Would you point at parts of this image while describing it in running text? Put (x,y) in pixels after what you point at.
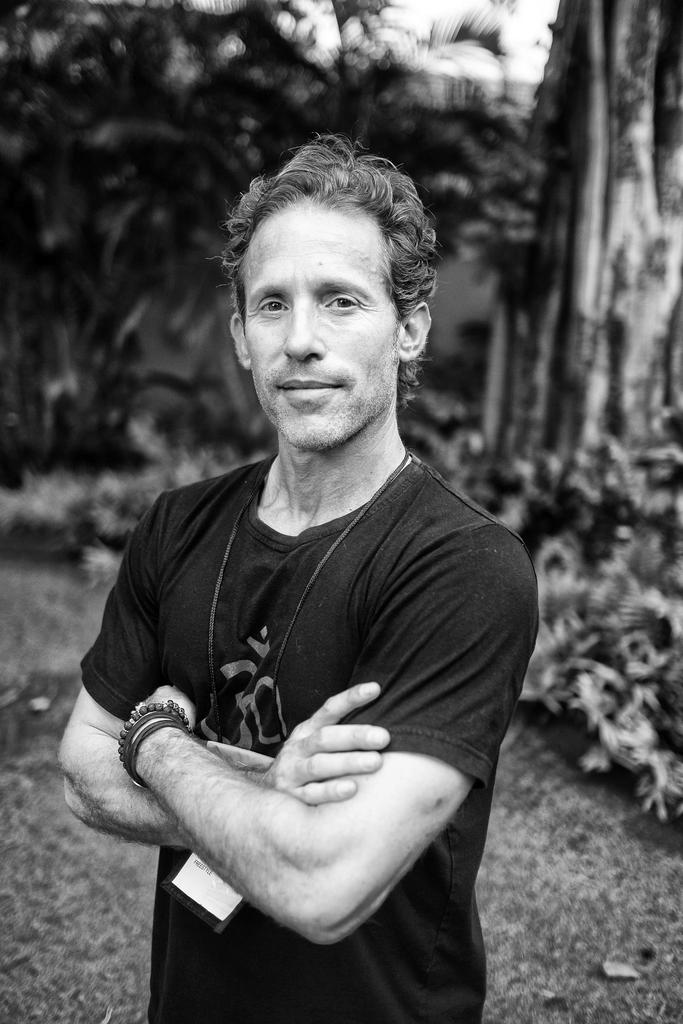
Here we can see black and white image. In the image we can see a man (388,514) standing, wearing clothes (465,695), bracelets (146,705), identity card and the man (285,485) is smiling. Here we can see grass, leaves (320,77) and the background (183,100) is blurred.
